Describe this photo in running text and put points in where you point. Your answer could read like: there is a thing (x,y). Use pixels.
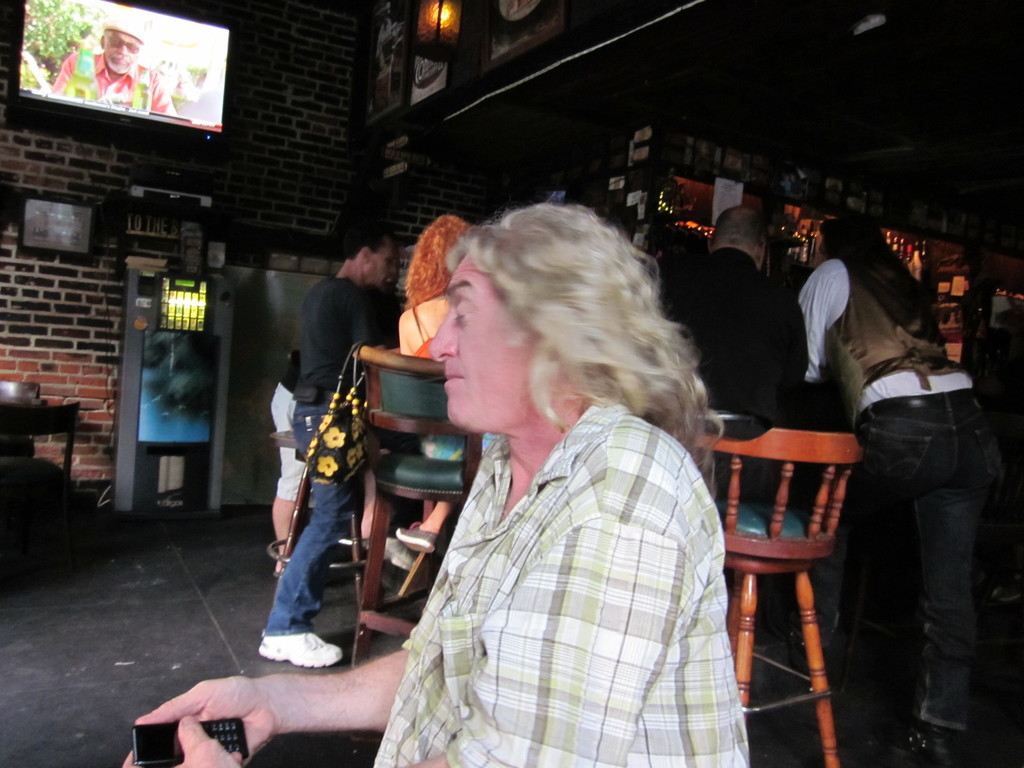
A man (553,631) at the center of the image (480,400) sitting closing his eyes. He has a fair skin (304,707). He holds mobile (156,749) in his hand (213,744). He wears a shirt (404,705). He has a white hair (560,331). The location is like a bar (163,254). There are few people (344,296) behind him at the bar counter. The bar (355,190) is very dull, dark walls (255,154). There is a TV (91,50) at a wall (243,157).
